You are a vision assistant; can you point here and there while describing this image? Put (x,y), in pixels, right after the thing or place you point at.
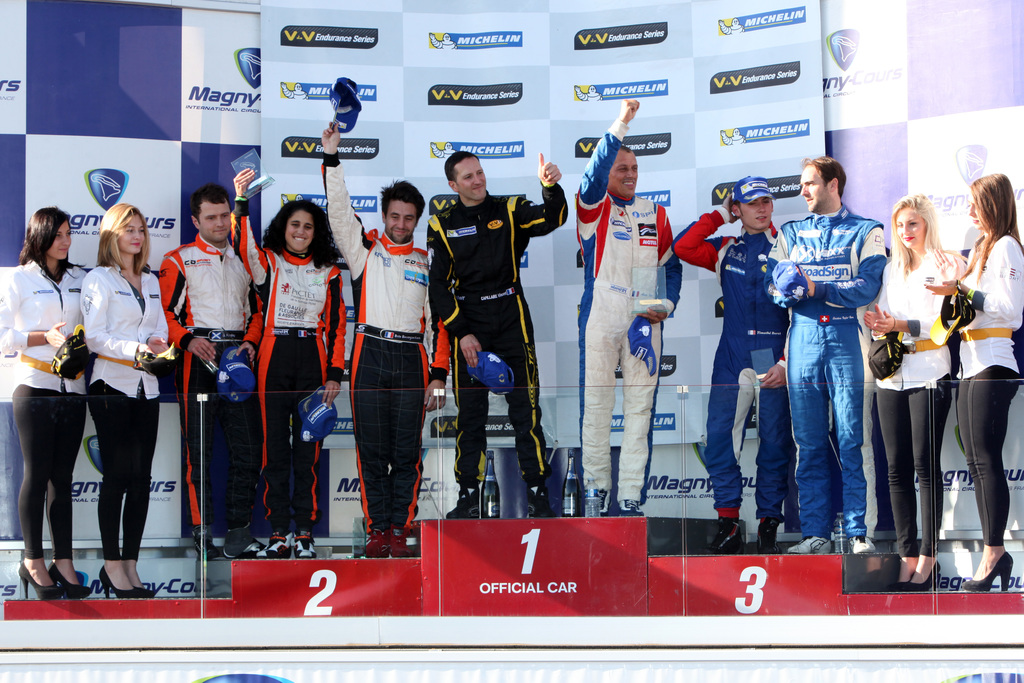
In this image we can see a few people (314,452) standing and holding the objects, in the background (239,109), we can see the boards (609,112) with some text (638,90) and images (621,95).
